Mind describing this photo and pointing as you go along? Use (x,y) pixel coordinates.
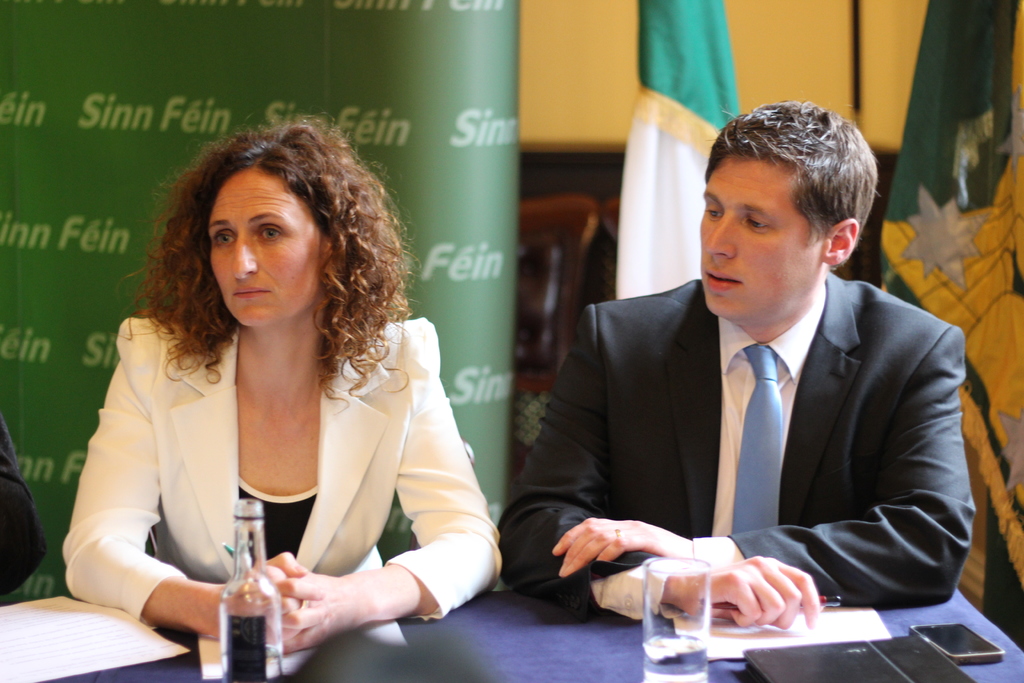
On the left side (284,285), there is a woman (165,292) in a white color jacket (124,370), sitting and placing both hands (379,613) on a table (157,669), on which there is a document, a bottle (245,645), a book (863,644), a mobile (937,624), another document (799,629) and a glass (707,604) which is filled with water (648,664). On the right side (873,365), there is a person (841,390) in a suit (825,393), sitting and placing both hands (629,538) on a table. In the background (415,98), there are white color texts (97,121) on a green color surface (404,113), there are two flags (985,77) and there are other objects (547,174).
